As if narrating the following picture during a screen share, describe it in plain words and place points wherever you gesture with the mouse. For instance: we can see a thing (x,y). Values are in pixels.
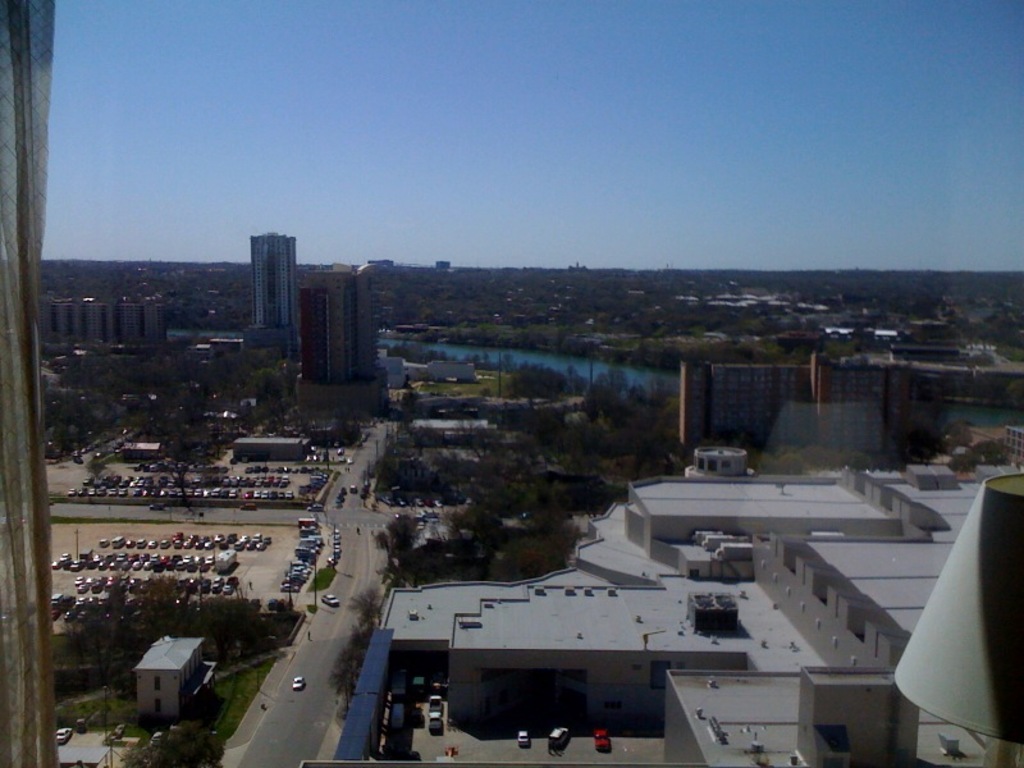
In the center of the image (378,452) we can see the buildings (555,609), cars (310,559), road (310,516), grass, trees (491,497) are present. In the middle of the image (479,349) water (479,349) is there. At the top of the image (585,142) sky (282,104) is present.
